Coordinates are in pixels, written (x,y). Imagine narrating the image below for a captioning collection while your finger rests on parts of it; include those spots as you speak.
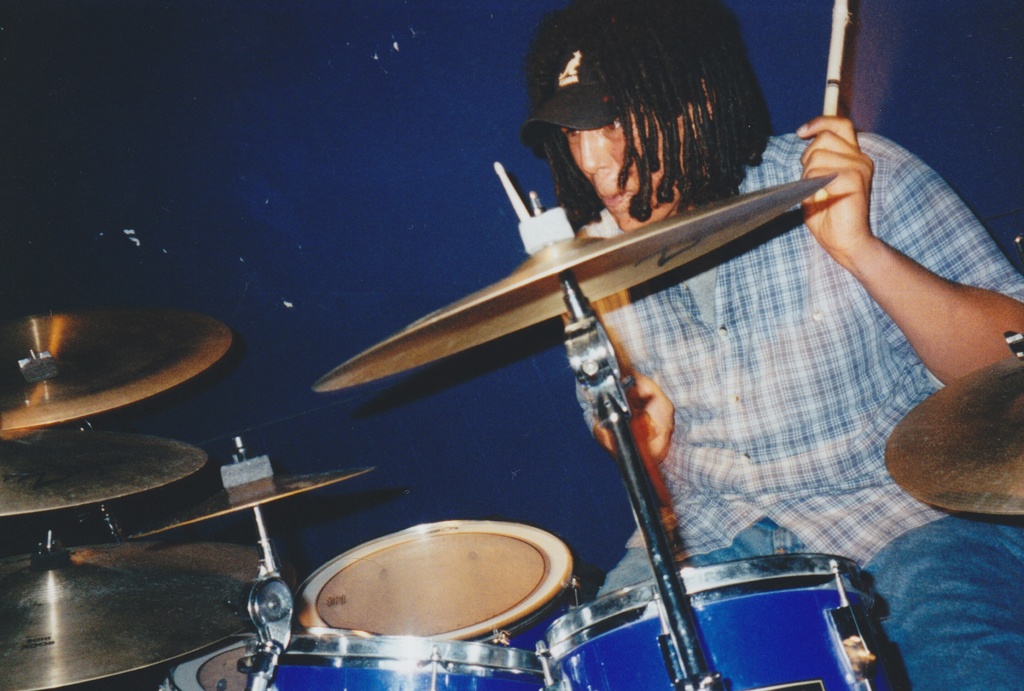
In this picture we can see a person (779,442) playing drums (773,637), here we can see cymbals (174,372) and drums (450,687) here, this person (801,276) wore a cap (610,107), in the background (439,104) there is a wall (349,172).
